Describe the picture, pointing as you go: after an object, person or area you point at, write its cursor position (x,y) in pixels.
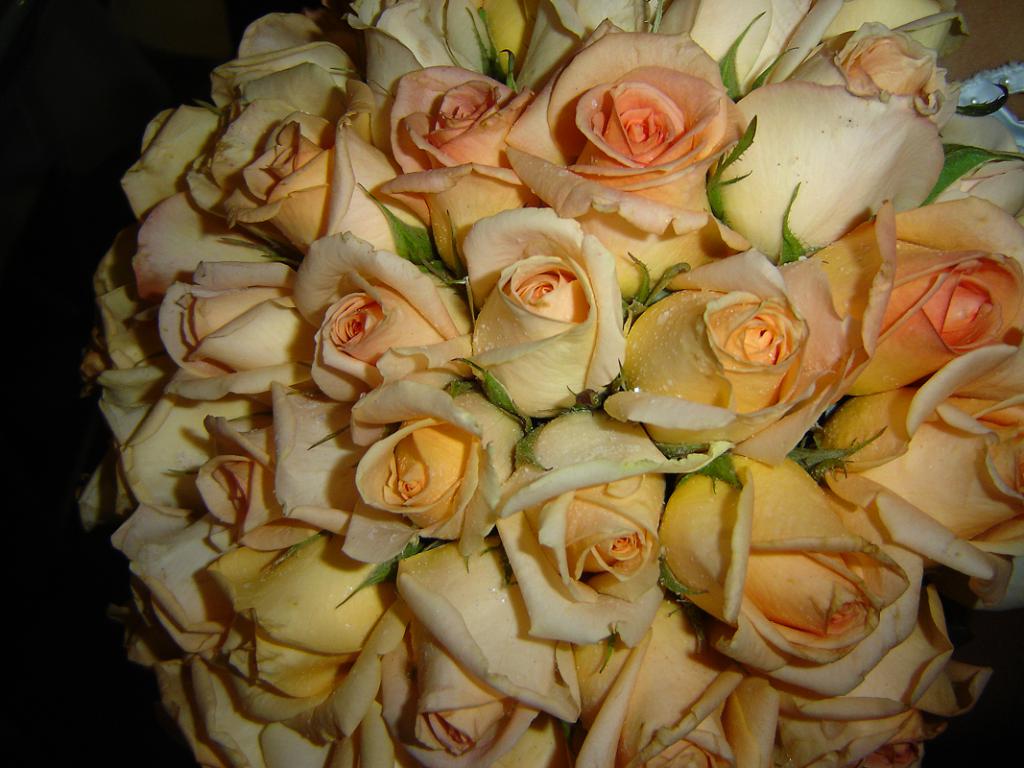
In this image I can see number of rose flowers (565,419) which are orange, yellow and cream in color and I can see few leaves (480,383) which are green in color in between them. I can see the black colored background (96,196).
